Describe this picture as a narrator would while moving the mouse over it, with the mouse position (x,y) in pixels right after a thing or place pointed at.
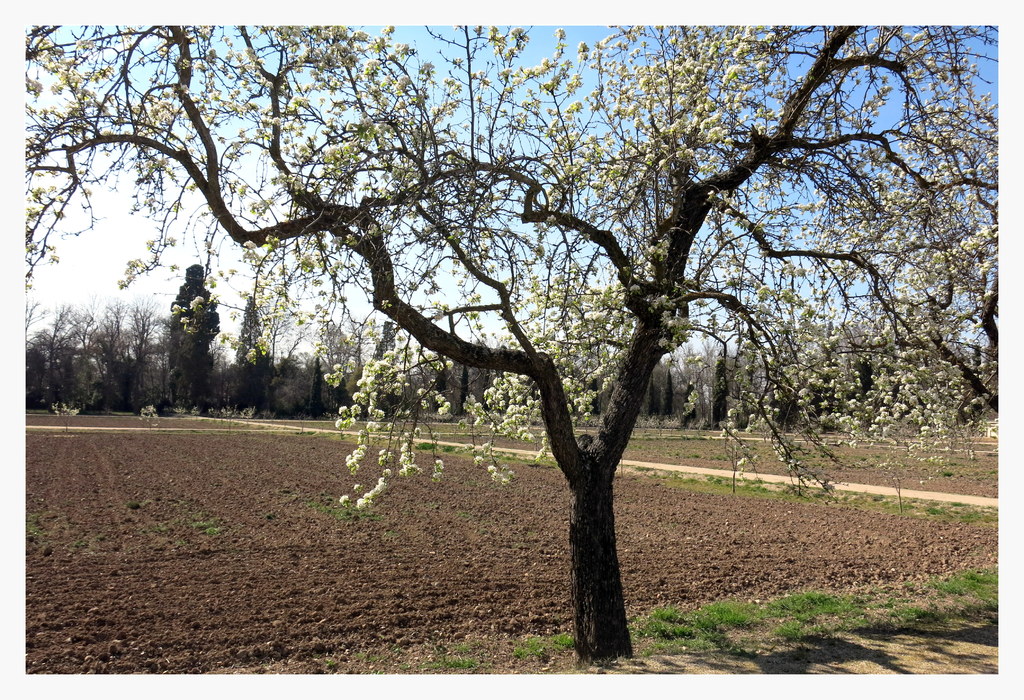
In this image I see number of trees (560,306) and I see the flowers (232,338) which are of white in color and I see the soil (327,446) and I see the grass (697,634). In the background (234,87) I see the sky (36,65).
